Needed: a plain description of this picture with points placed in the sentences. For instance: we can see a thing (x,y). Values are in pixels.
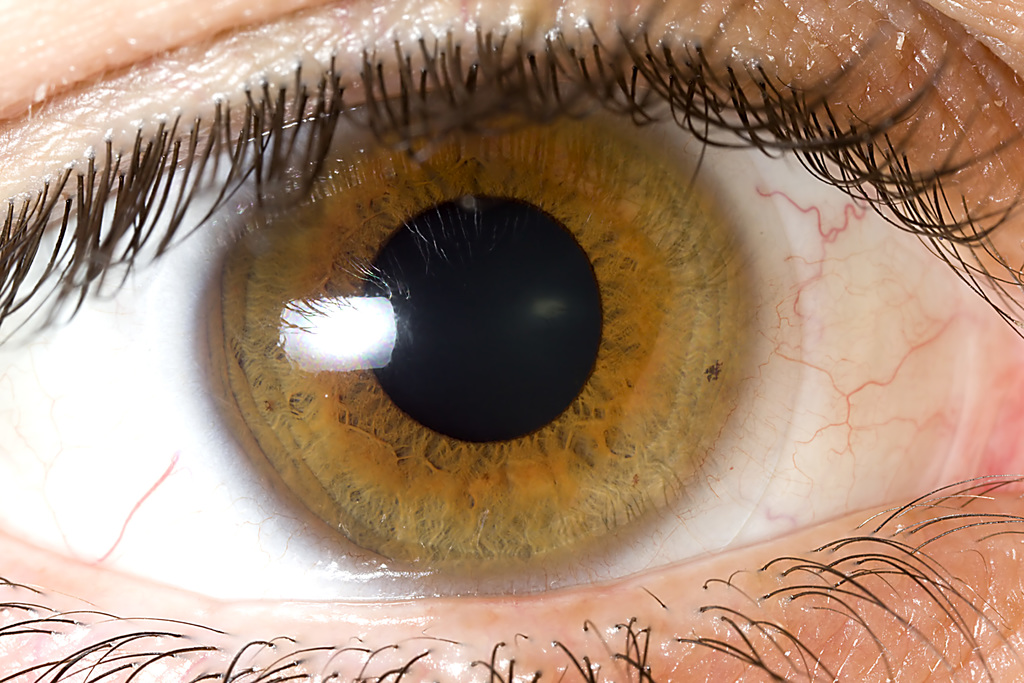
In the picture we can see a eye (677,451) with a black color eye ball (576,375) and white eye (857,304) with some red color nerves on it and around the eye (262,268) we can see hair (44,214).
